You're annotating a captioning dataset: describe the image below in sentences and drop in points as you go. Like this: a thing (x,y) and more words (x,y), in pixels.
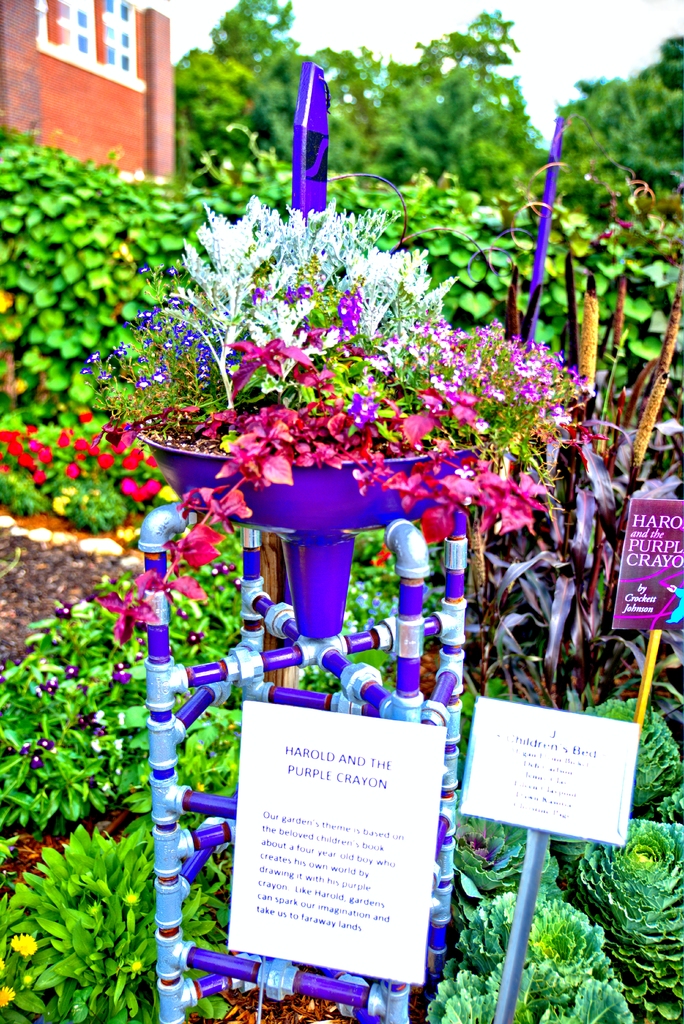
In this picture we can see few flowers (253,299), plants (303,388), trees (179,157) and a building (169,170), also we can see few papers (554,777).
